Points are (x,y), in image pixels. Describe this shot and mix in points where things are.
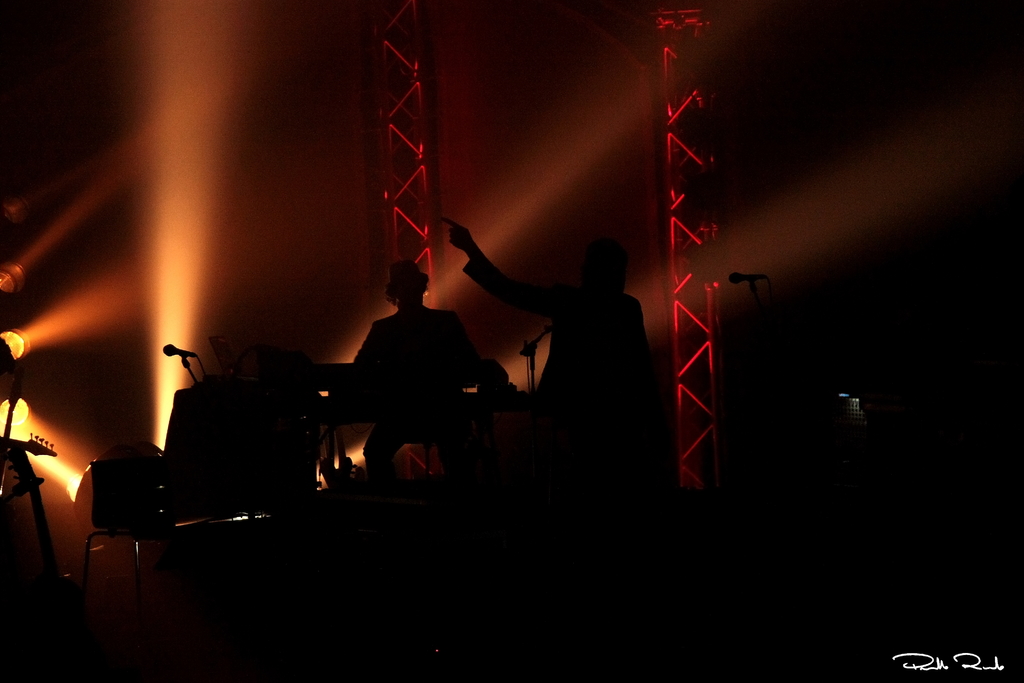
In this picture we can see a person (611,514) standing. There is a man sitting on a chair (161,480). We can see microphones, musical instruments (388,396) and other objects (285,450). There are some lights (19,422) visible on the left side (14,410). We can see some text (936,664) in the bottom right (923,669).
